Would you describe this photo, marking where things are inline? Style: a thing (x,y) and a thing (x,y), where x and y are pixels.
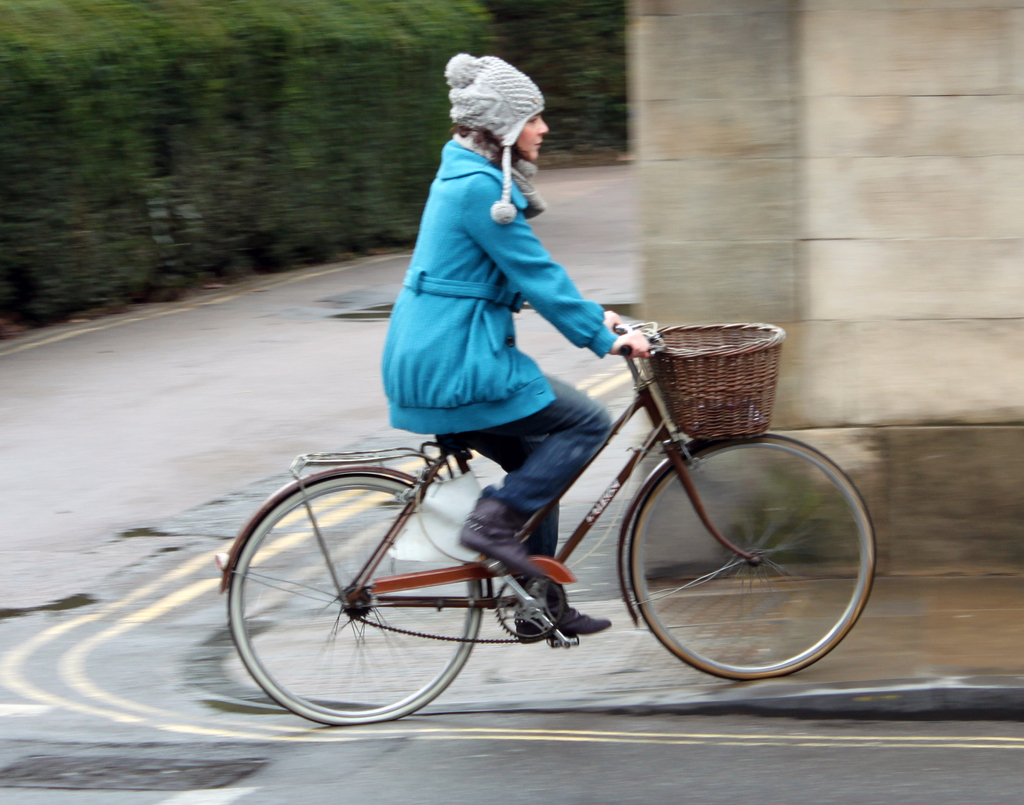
In the image there is a girl (461,325) wearing coat (486,299) riding a bicycle (341,714) on the road (285,562), on the background (258,180) there are plants (250,67).
